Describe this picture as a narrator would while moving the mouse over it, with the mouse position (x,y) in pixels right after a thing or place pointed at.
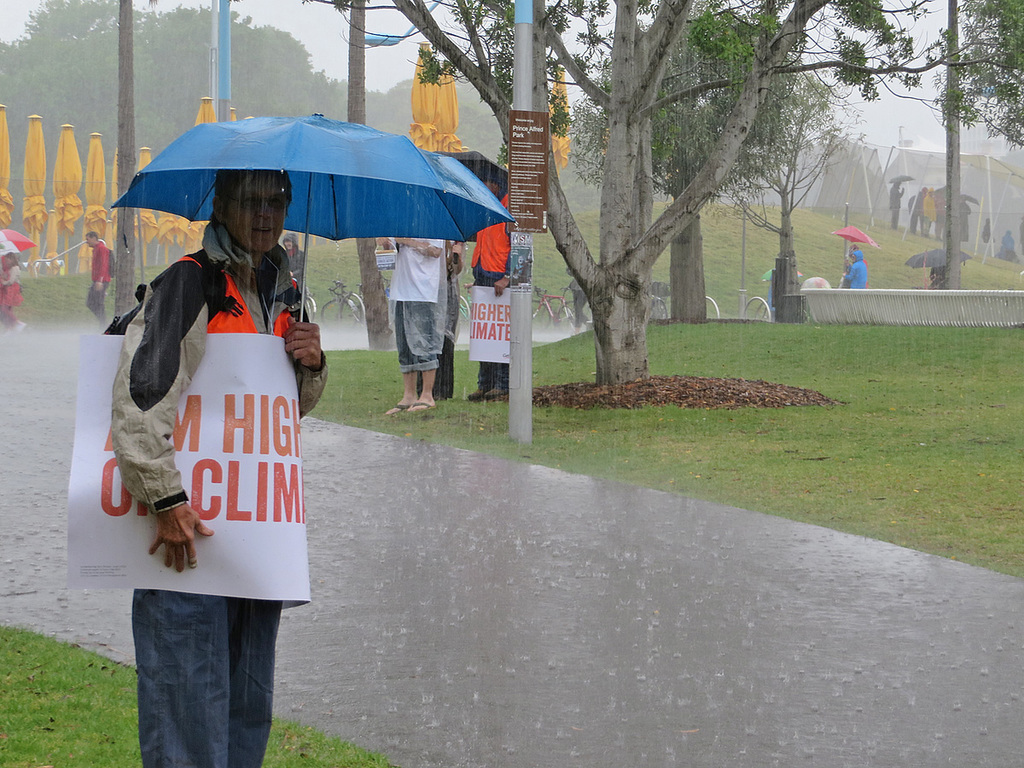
In this picture we can see a group of people (251,309) holding umbrellas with their hands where some are standing and some are walking on the road (92,646), trees (402,133), bicycles (332,290) and in the background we can see the sky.
